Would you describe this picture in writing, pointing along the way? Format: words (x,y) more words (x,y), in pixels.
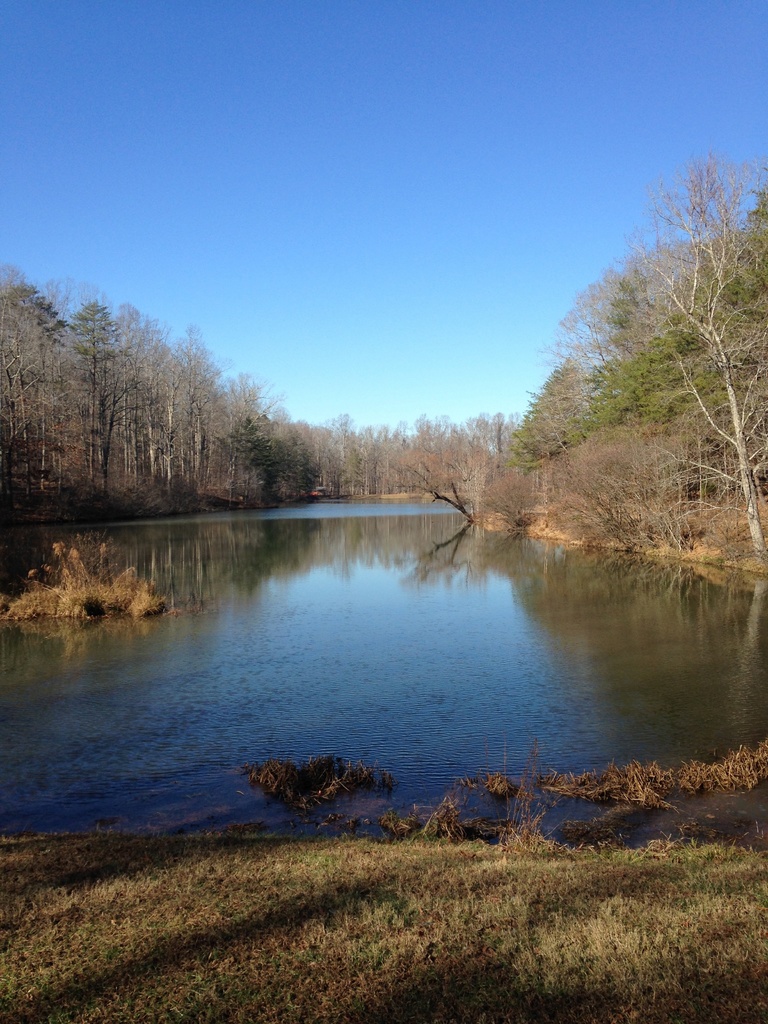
In this picture I can see the grass (441,872) in front (333,936) and in the middle of this picture (423,619) I can see the water (380,549) and number of trees (392,466). In the background (485,173) I can see the clear sky (395,147).
